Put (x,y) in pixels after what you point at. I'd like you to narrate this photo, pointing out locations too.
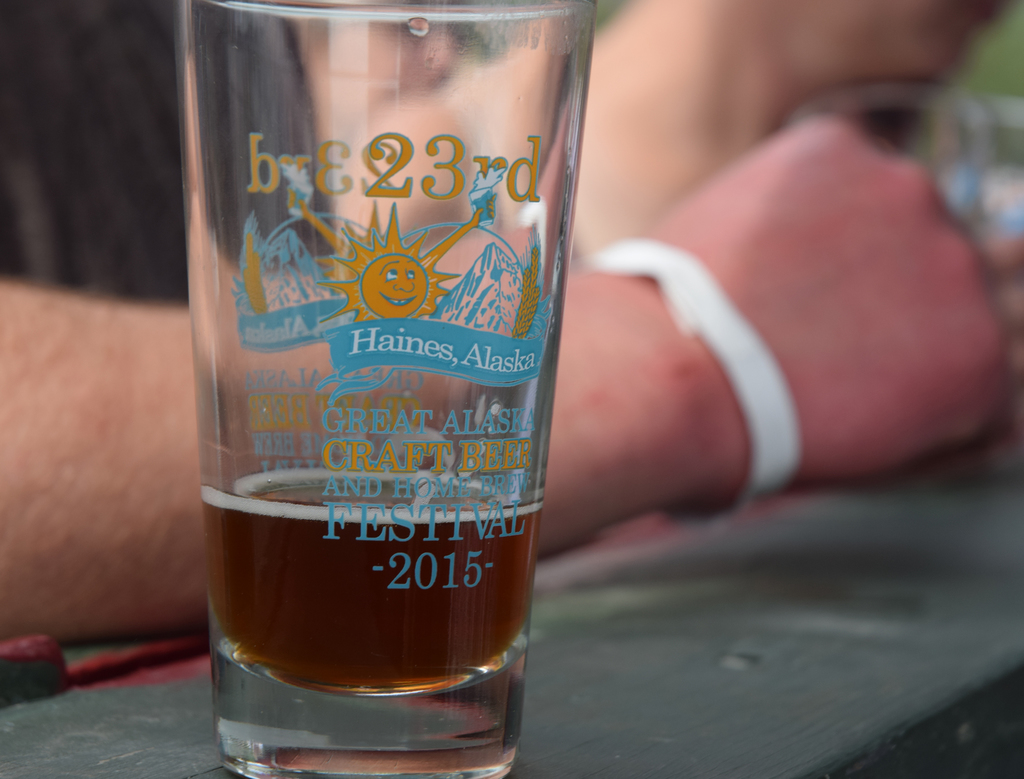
In this picture I can see a human (651,342) and a glass (482,251) on the table (889,750).
